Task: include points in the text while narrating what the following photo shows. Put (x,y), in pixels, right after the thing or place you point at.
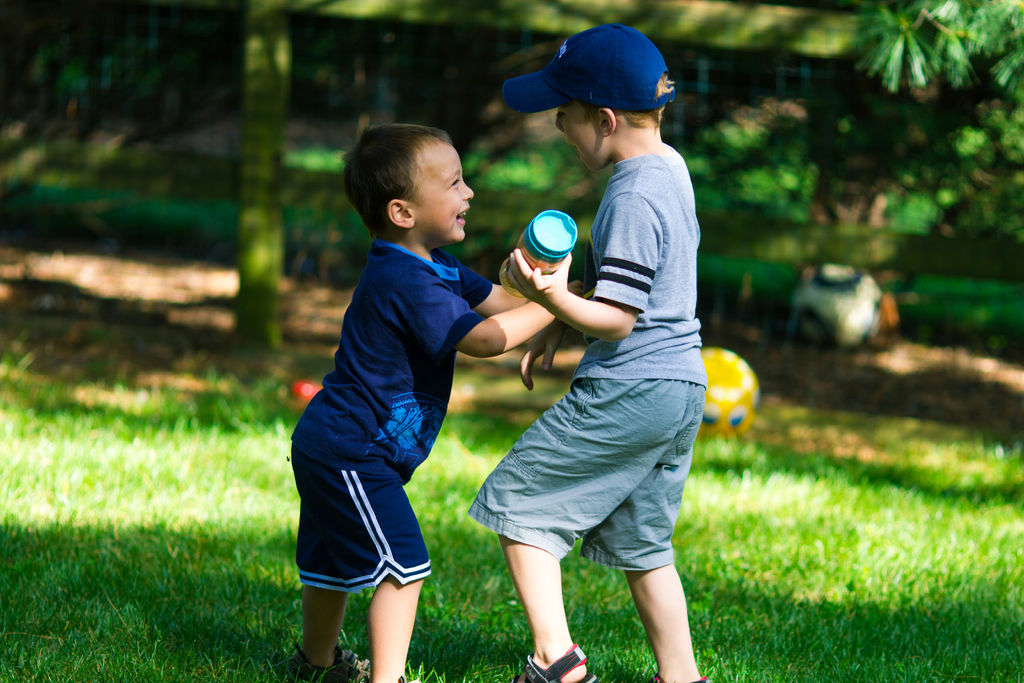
In the image two kids (637,334) are standing and holding something. Behind them there are some plants (964,74) and grass (945,430) and trees (892,160).
